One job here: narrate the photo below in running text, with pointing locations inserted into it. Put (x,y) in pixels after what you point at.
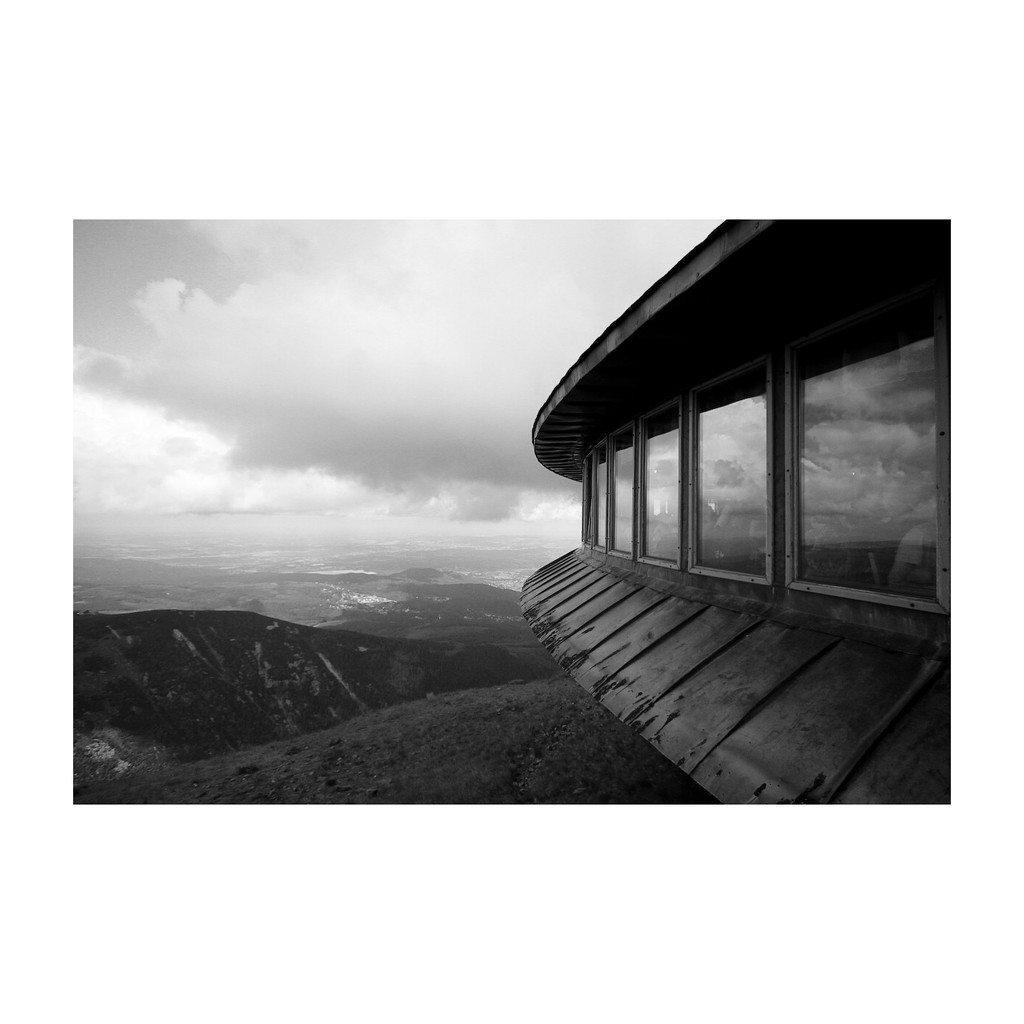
In this image we can see some mountains (322,655), on right side of the image (803,482) there is glass wall (730,513), wooden sheet (609,584) and top of the image (241,278) there is cloudy sky (376,412).
